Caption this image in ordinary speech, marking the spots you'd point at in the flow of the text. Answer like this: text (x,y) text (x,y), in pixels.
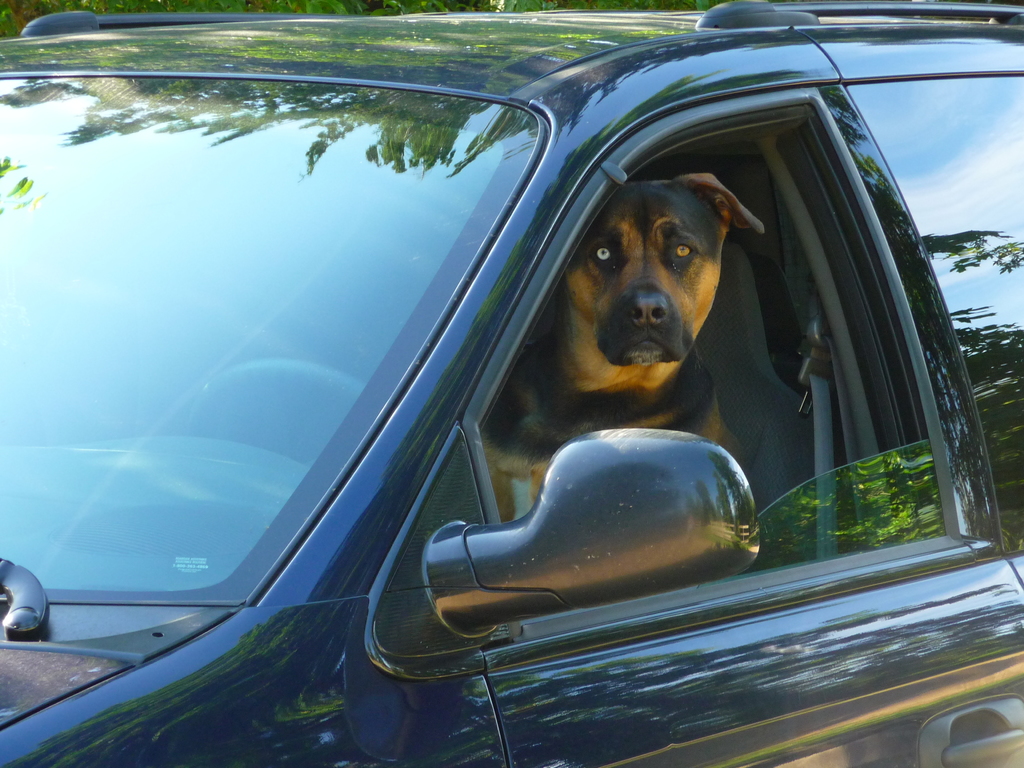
In this image there is a car (233,149) in which there is a dog (645,332) sitting inside the car (827,697).
